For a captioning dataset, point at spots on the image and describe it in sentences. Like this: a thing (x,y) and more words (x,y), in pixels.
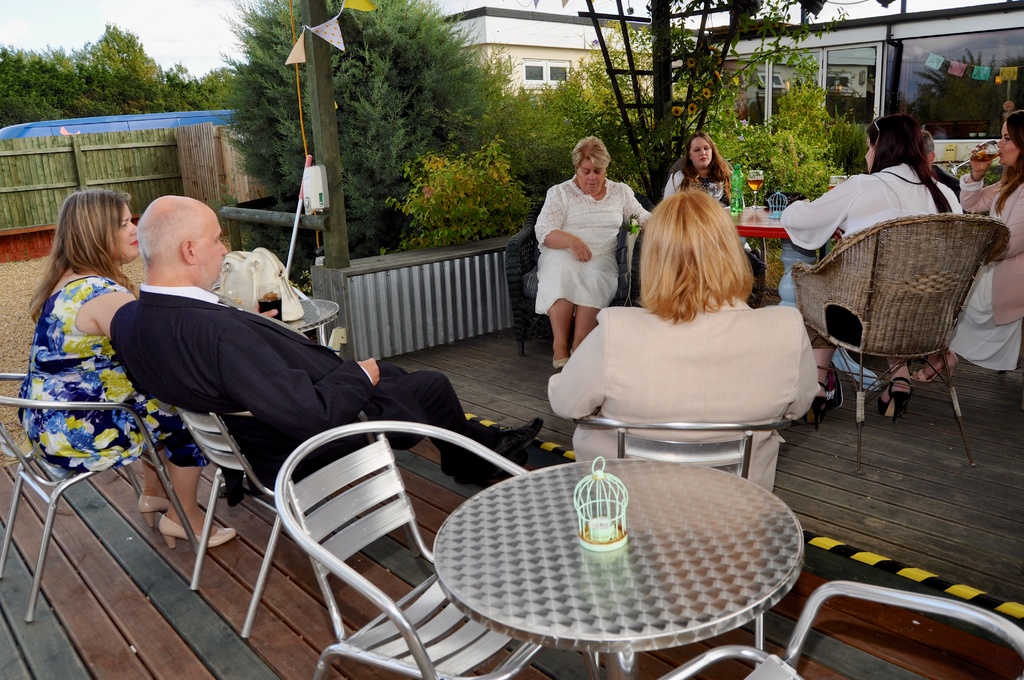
In this picture we can see a group of people (38,341) sitting on the chairs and we have a table (737,217) on which there are some drinks (735,184) and we can see some plants (365,122) around them.
